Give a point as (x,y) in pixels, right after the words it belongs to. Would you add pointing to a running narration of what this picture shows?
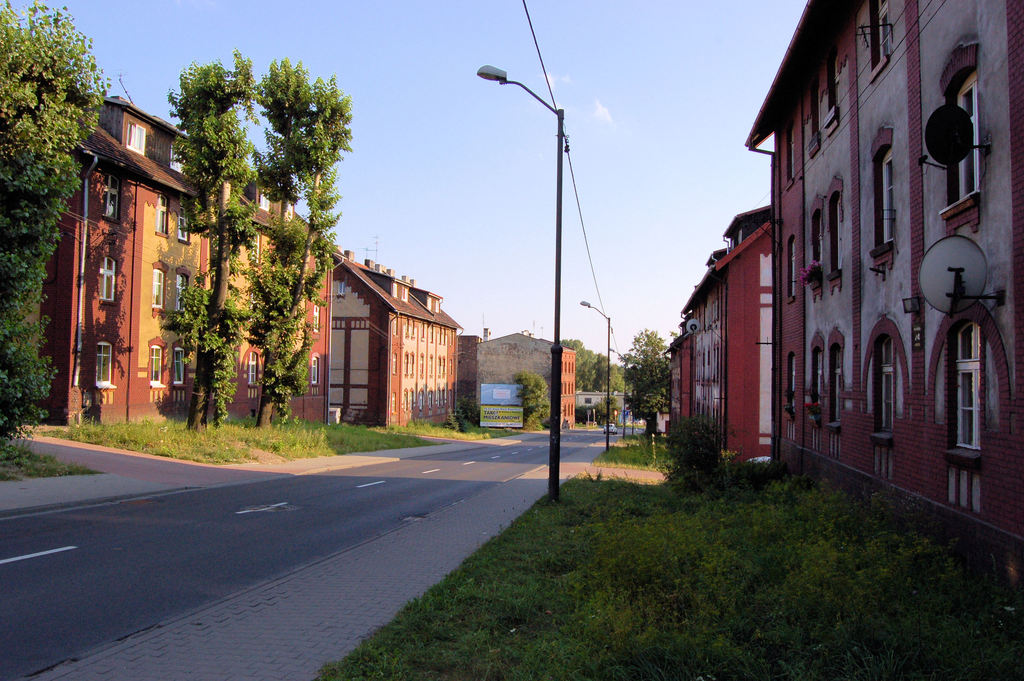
In this image few street lights (553,479) are on the grassland (588,515) having few plants (653,546). Background (475,395) there are trees (591,375) and buildings (358,397). Top of the image (369,117) there is sky (443,157). Left side (5,598) there is a road (448,468). On both sides of the road (258,532) there is a pavement (344,572).
